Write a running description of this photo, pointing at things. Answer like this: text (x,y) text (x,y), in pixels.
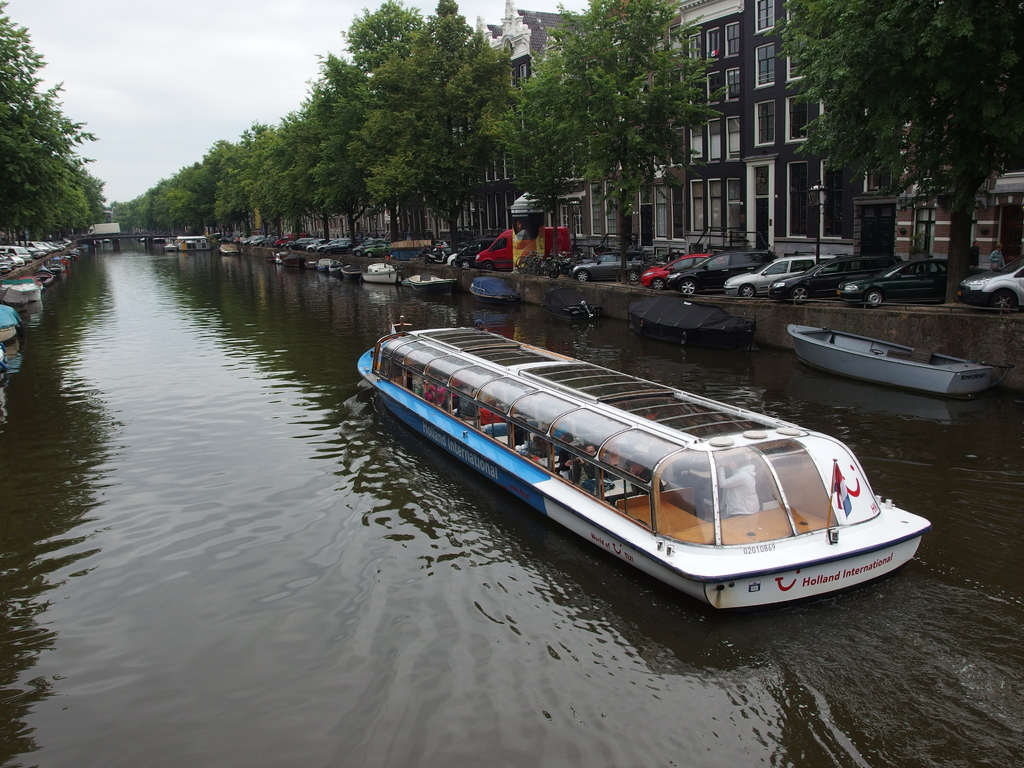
In this image in the middle (462,431) there is a boat (689,497), inside that there are some people (584,470). On the right (857,298) there are many boats (846,348), cars (617,253), vehicles (512,253), trees (395,223), buildings (796,232). On the left (88,169) there are boats (6,288), cars (37,249), trees (72,199), sky (94,99) and clouds (122,122). At the bottom (428,600) there is water (403,630).
